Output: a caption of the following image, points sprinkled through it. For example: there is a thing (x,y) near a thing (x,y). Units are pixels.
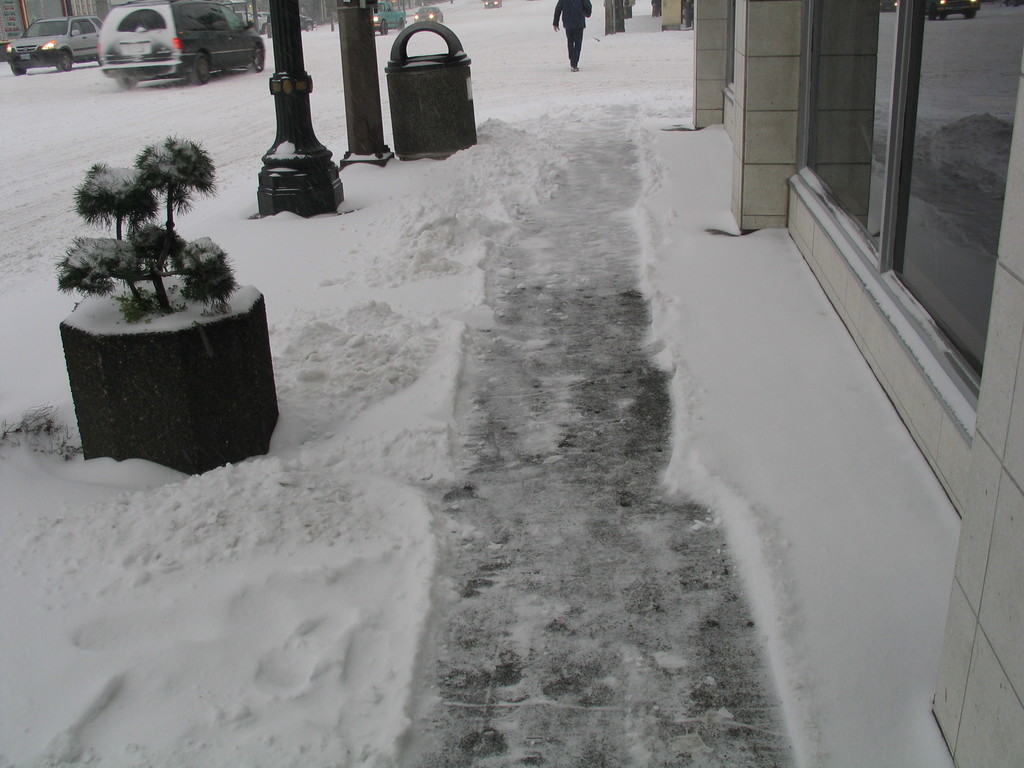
In this image we can see land (229,114) full of snow (300,296). Right side of the image (874,167) one wall (747,50) with glass window (918,107) is there. Left side of the image (148,34) cars (119,55) are moving and pillars (263,174) are there. And one plant (141,298) and dustbin (444,73) is present.
